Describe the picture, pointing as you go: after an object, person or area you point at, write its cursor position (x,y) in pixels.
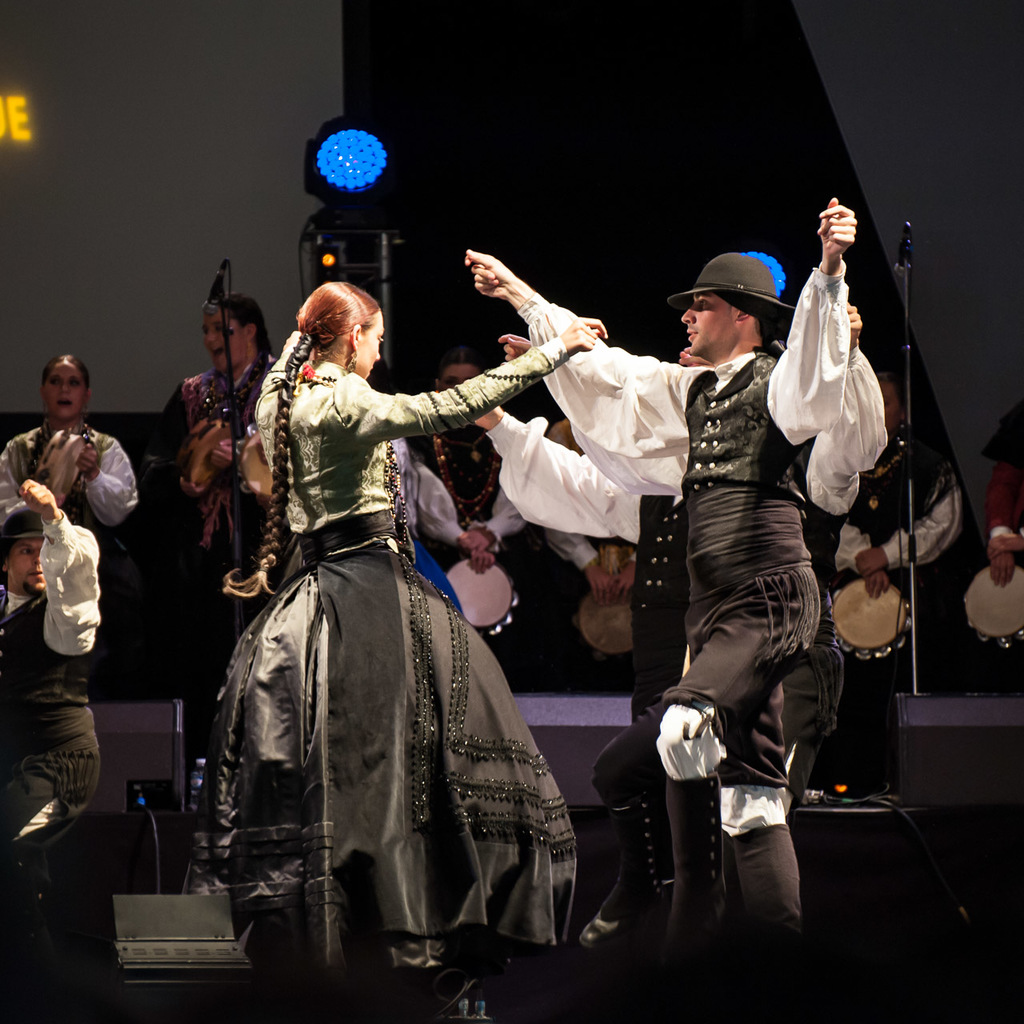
In the image we can see there are people (521,498) dancing and there are other people (68,508) at the back (68,508) are playing musical instruments (248,448).
